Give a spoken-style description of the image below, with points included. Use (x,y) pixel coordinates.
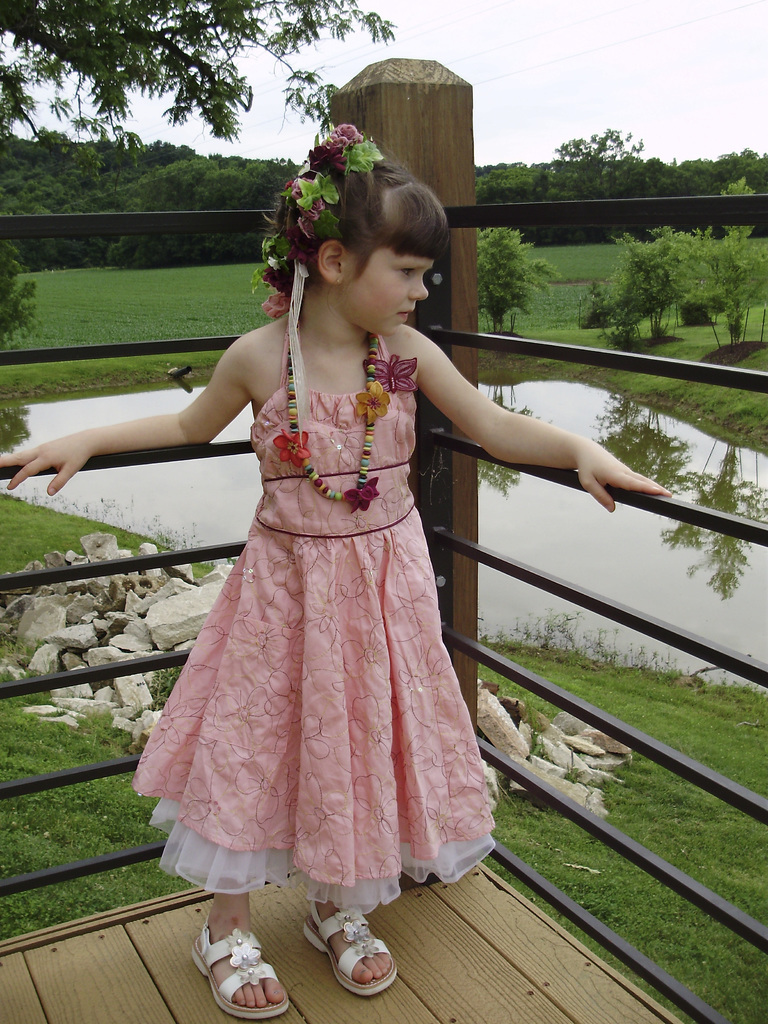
Here we can see a girl (391,714) standing on the floor (435,983). This is a fence (523,679) and there are stones (176,600). Here we can see water (693,562), plants (616,303), grass (182,305), and trees (78,187). In the background (600,83) there is sky (543,81).
